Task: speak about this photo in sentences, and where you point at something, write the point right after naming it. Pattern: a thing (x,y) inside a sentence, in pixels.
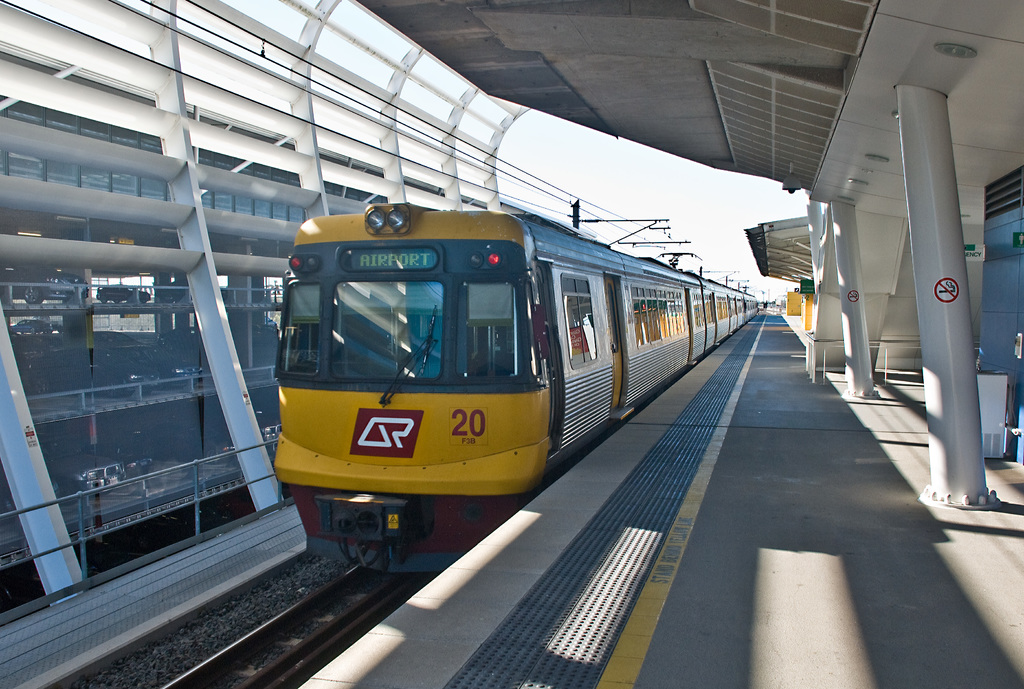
This picture shows a train (506,346) on the railway track (314,593) and we see a platform (679,401) and we see cars (112,470) parked from the glass (128,342) and we see a cloudy sky (600,176).
